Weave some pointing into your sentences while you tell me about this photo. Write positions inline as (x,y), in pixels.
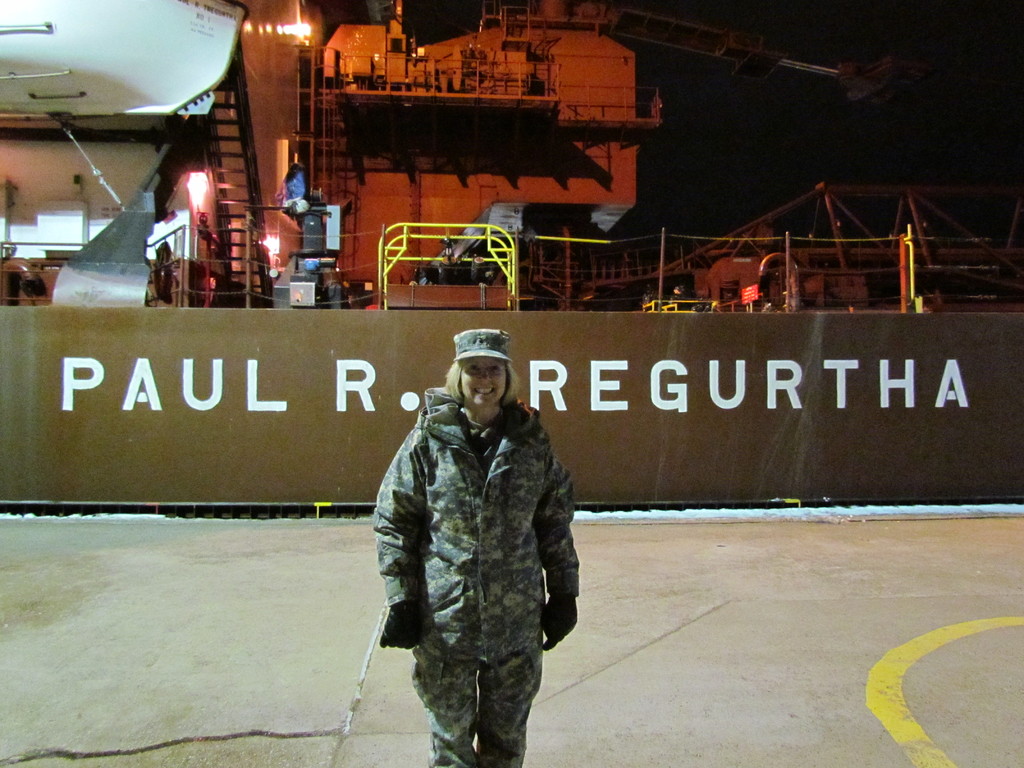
This picture shows a woman (474,427) standing with a smile on her face (498,386). She wore a cap (468,360) on her head (468,360) and gloves (418,631) to her hands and we see a ship (1005,448) and we see text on the ship (274,427).
